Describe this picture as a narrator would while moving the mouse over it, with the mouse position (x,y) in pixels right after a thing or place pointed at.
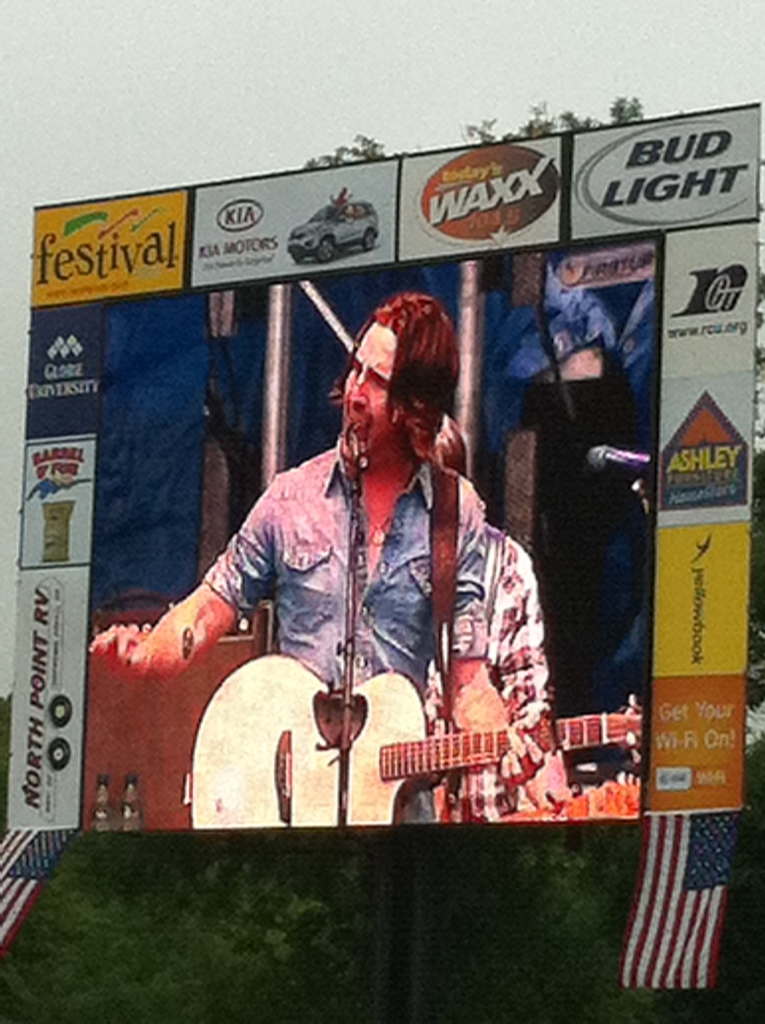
In this image we can see big banner (82,763). Two flags (682,881) are attached to the banner (94,768). At the bottom of the image (419,959), one pole (381,925) and greenery (570,959) is there. At the top of the image (303,77) sky (269,74) is present.
